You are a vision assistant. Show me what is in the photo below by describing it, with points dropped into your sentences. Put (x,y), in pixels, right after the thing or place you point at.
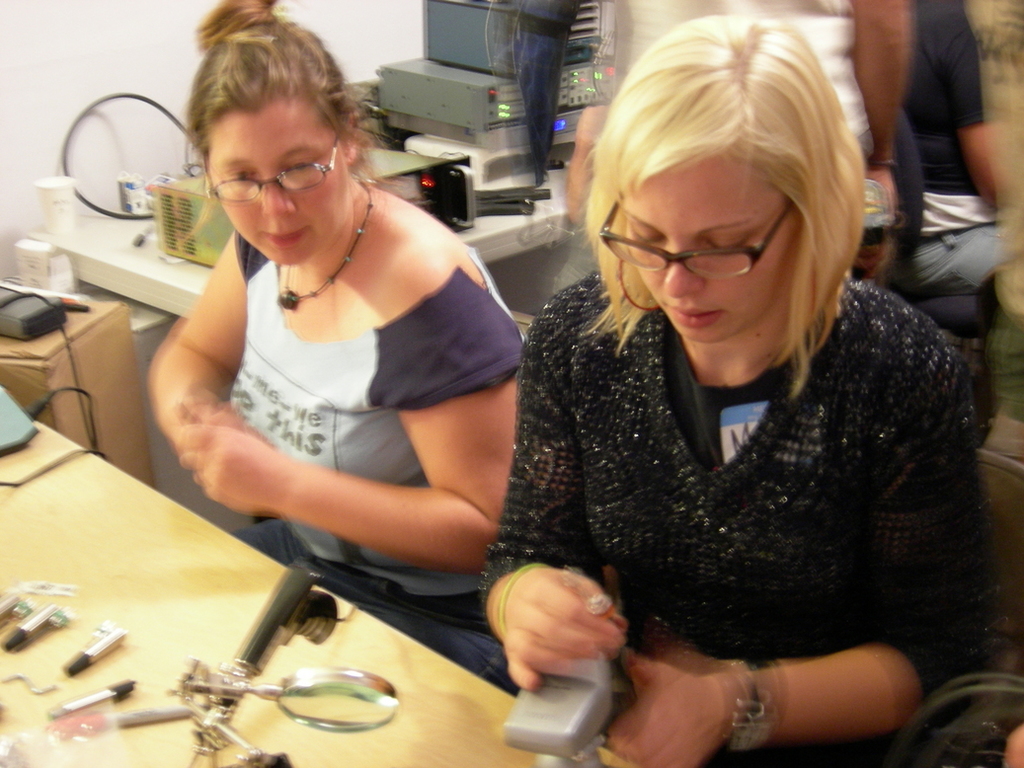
In this image there are two ladies (512,444) sitting on chairs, in front of them there is a table (112,482), on that table (125,660) there are few objects (20,598), in the background (829,27) there are people (849,28) standing and there is a table (119,258), on that table (119,258) there are electrical devices (450,193).
